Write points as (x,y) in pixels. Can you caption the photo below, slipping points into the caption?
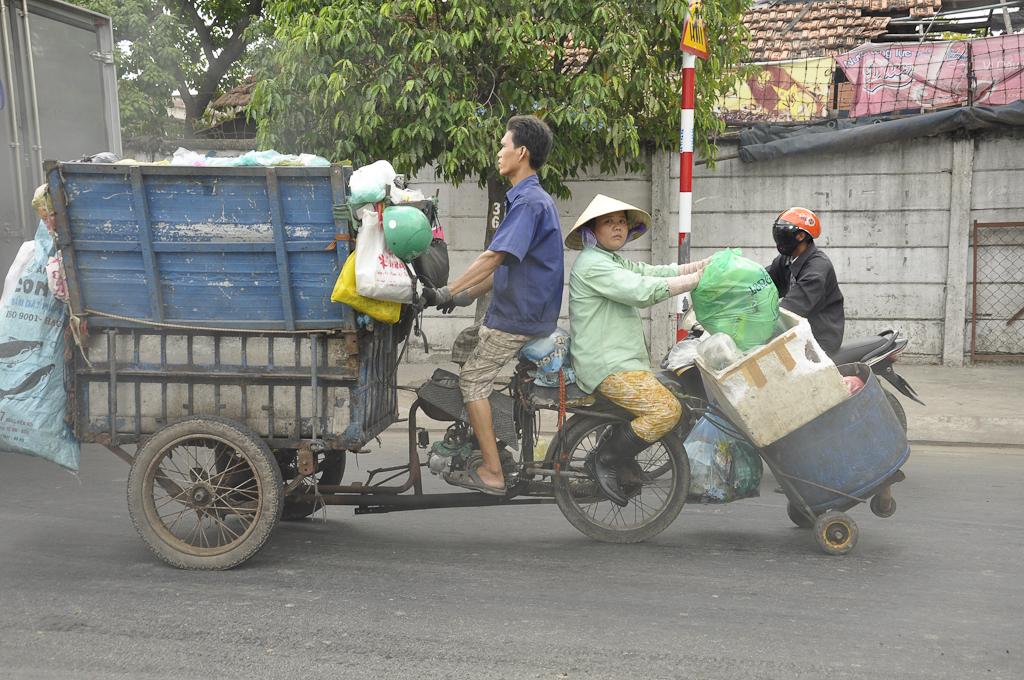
In this picture, On the road (619,547) we can see 2 people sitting in a garbage van (263,469). In the background (573,143), we can see a house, trees (647,67), a pole (688,48) and a person (793,257) on the bike (869,344).
